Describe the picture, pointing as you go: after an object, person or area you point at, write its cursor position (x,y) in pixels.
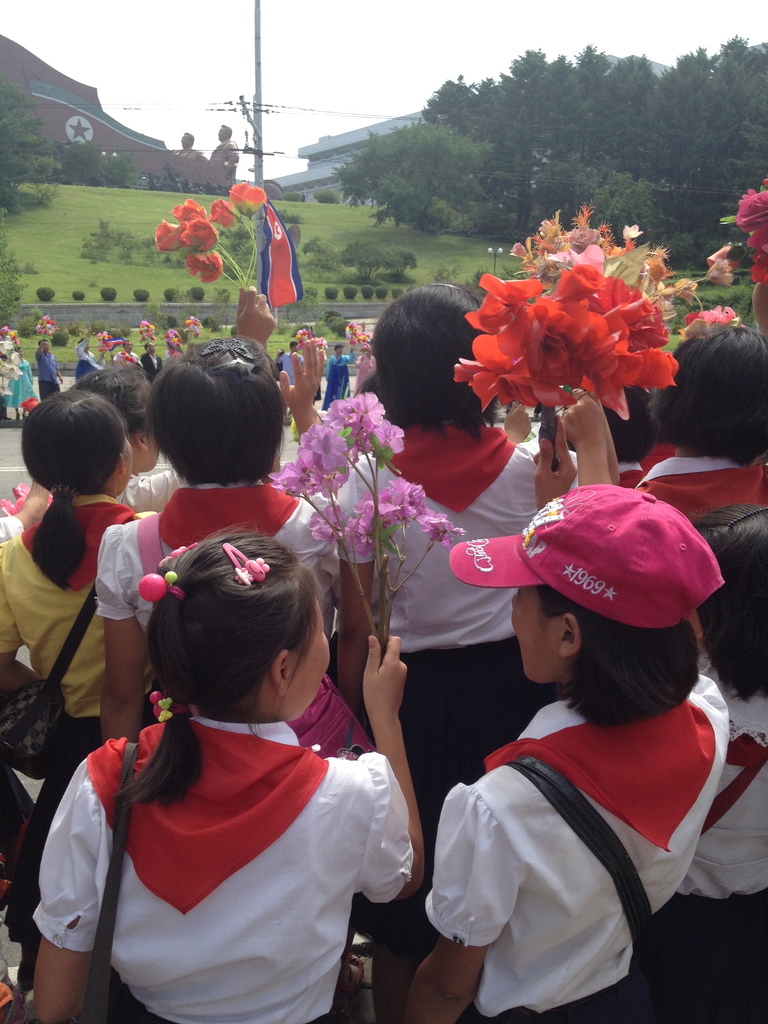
There is a group of people (273,600) at the bottom of this image (387,703). We can see children's (378,753) holding some flowers (360,520). There are trees (645,228) and buildings (177,176) at the top of this image (477,114) and the sky (298,82) is in the background (298,71).
